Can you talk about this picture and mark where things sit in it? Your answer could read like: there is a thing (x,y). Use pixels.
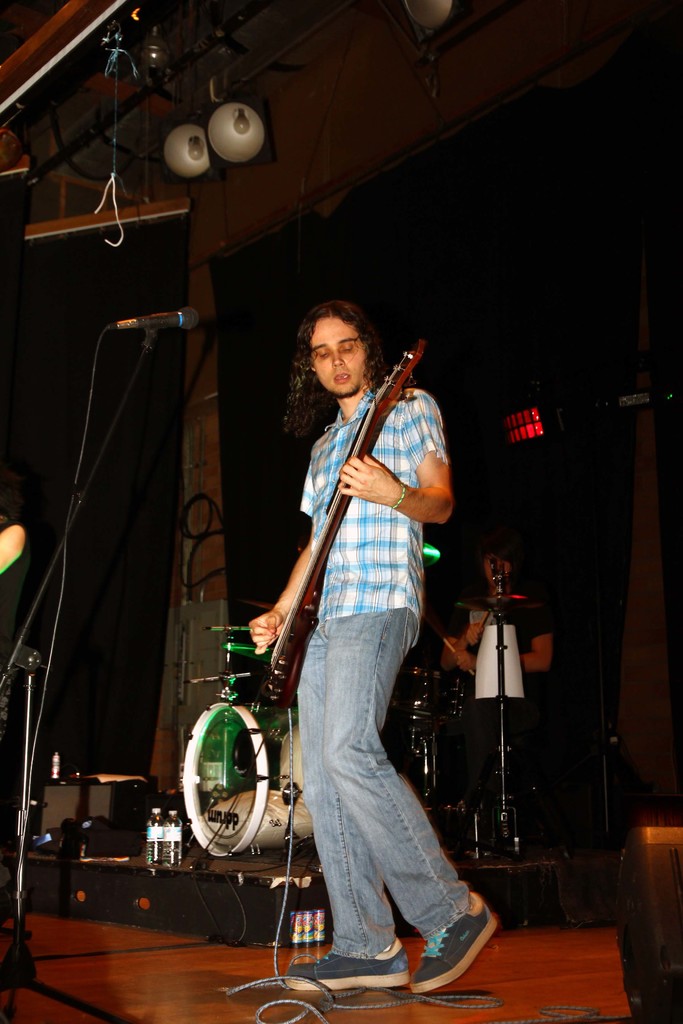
In this image I can see a person (396,573) standing in-front of the mic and holding the guitar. In the background (499,691) there is a drum set (437,723).
